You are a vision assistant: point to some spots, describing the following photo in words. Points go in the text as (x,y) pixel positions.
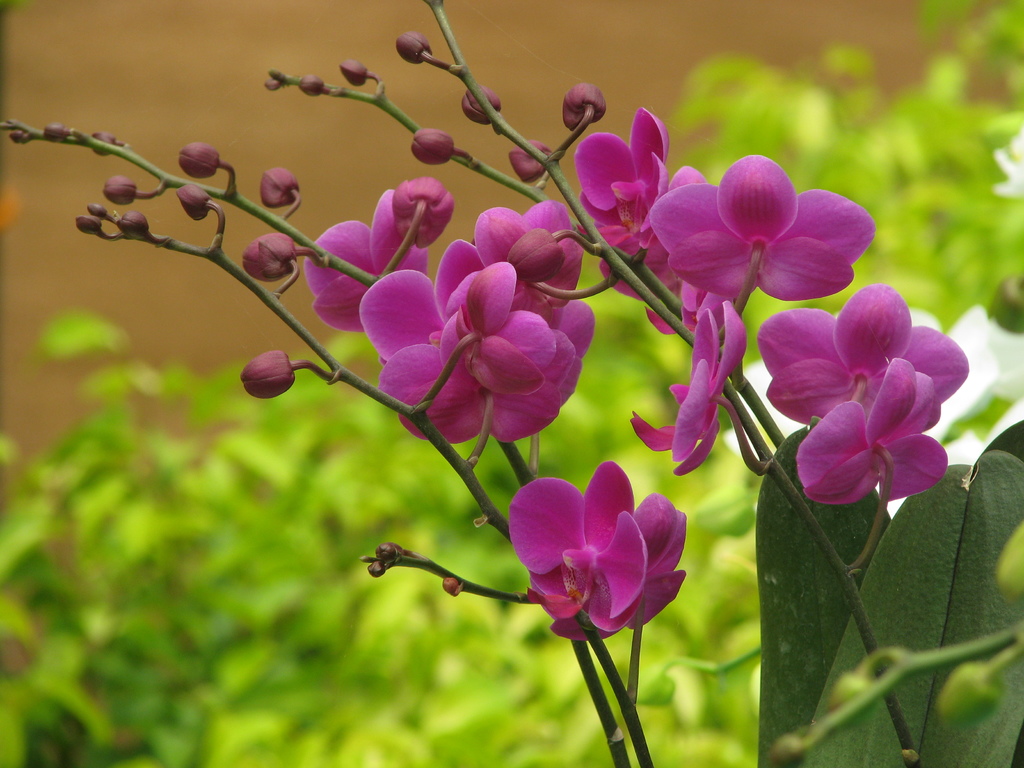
In this image I can see there are beautiful flowers (569,316) and buds (519,265) with pink color. At the back side (608,322) there are bushes (549,475).
